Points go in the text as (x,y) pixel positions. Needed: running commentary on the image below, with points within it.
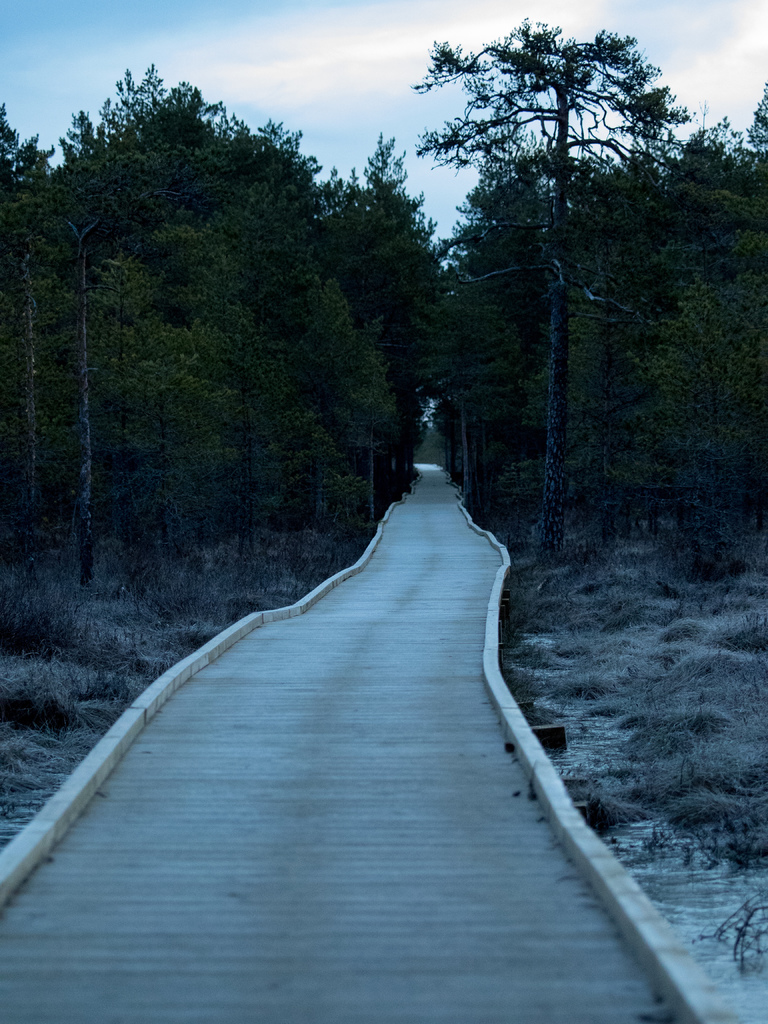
In this image there is the sky (211,49) towards the top of the image (290,55), there are clouds (396,49) in the sky (401,47), there are trees (520,332), there is road (378,693) towards the bottom of the image (442,726), there is water (693,928), there are plants (648,789).
